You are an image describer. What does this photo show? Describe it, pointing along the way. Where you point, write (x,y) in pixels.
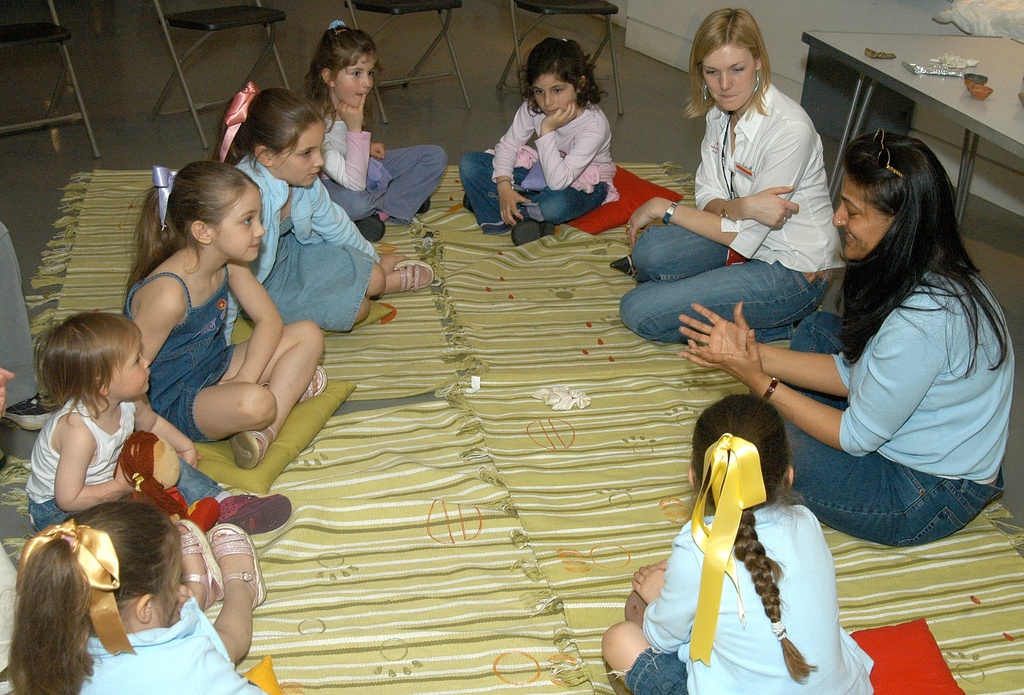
In this picture there is a girl (310,147) who is wearing a jacket (313,192) and blue dress (294,259), beside her we can see another girl (211,279) who is wearing blue dress (220,344) and shoe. On the right (926,186) there is a woman (917,196) who is wearing blue t-shirt (952,378), band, goggles (876,151) and jeans (877,472), she is smiling. Beside her we can see another woman (750,281) who is wearing white shirt (788,178), watch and jeans (715,283). She is sitting near to the table (1012,117). On the table (1000,110) we can see the foil papers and cups (977,90). At the bottom (783,563) there is a girl (716,519) who is wearing yellow hair band (747,481), shirt (724,630) and short (663,677). She is sitting near to the red object (876,660). In the bottom left corner (201,642) we can see another girl (175,589). She is wearing blue jacket (203,657) and shoe (240,548). Beside her we can see the small girl (108,406) who is holding a doll (199,521). Backside of her we can see a person's leg (5,332). At the top (557,12) we can see four steel chairs (10,38), beside that there is a wall (775,10).
